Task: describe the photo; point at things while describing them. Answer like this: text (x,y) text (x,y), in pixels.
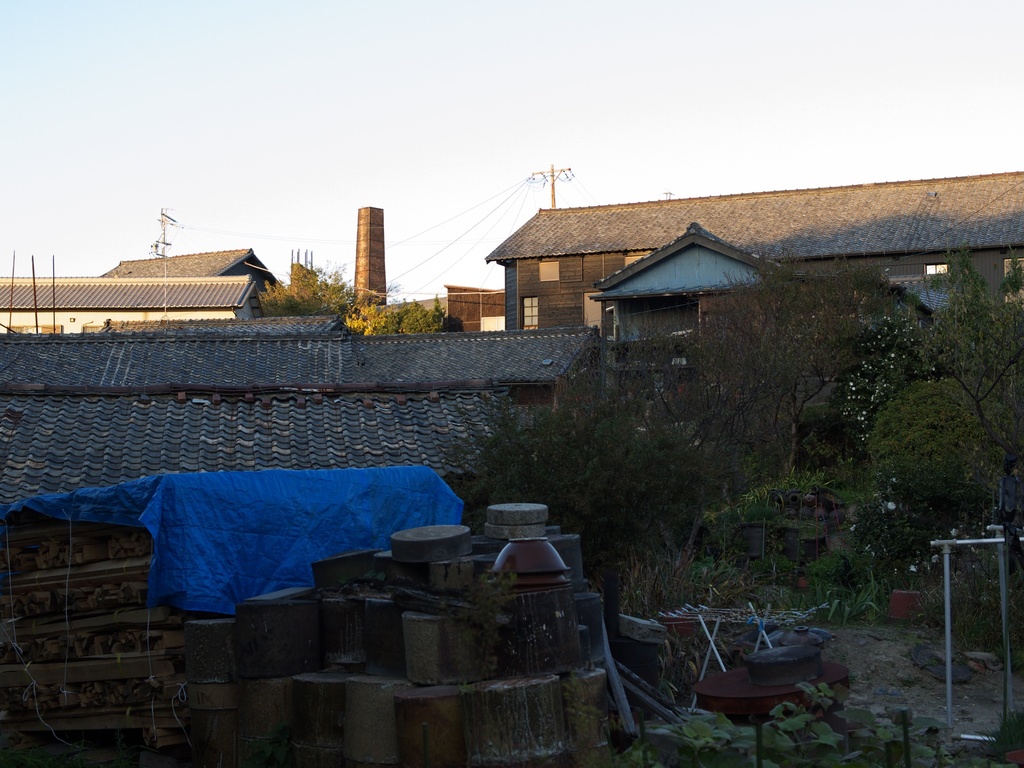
In the foreground of the image (348,576) there are some objects (385,594). There are wooden blocks (117,600) with cover (261,526) on them. In the background of the image (513,243) there are houses (450,293), electric poles (562,172) and wires (515,208). There are plants (803,361) to the right side of the image (822,372). At the top of the image (492,87) there is sky (395,102).
